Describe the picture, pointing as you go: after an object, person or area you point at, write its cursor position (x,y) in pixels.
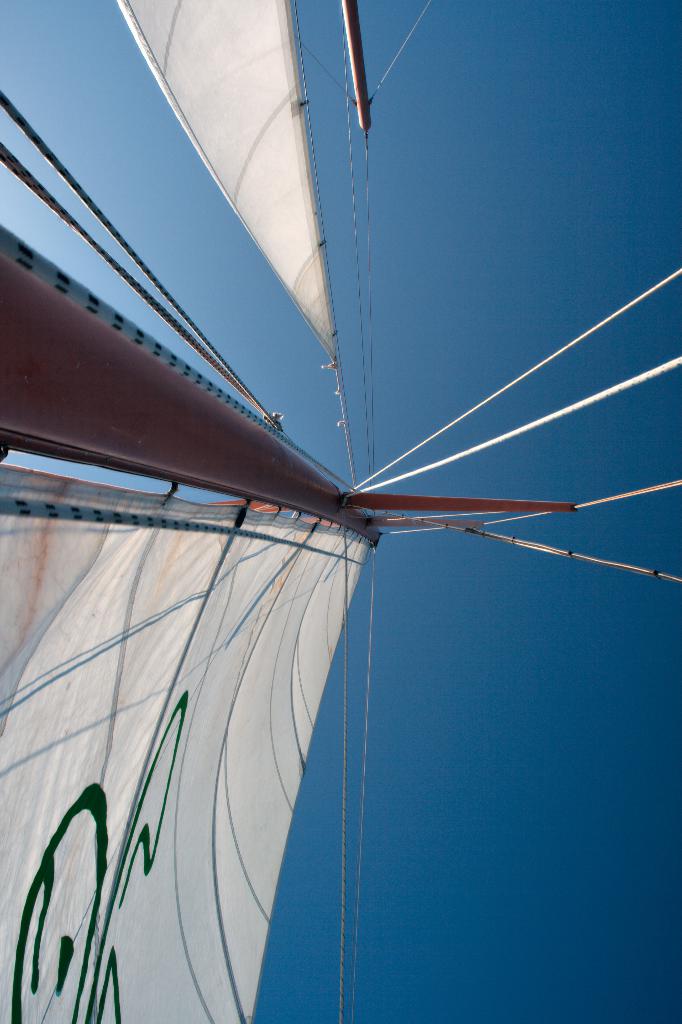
In this image we can see cloths (189,28) ties to the pole (140,471) and rope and we can see ropes (289,545), poles (366,86) and sky (449,326).
